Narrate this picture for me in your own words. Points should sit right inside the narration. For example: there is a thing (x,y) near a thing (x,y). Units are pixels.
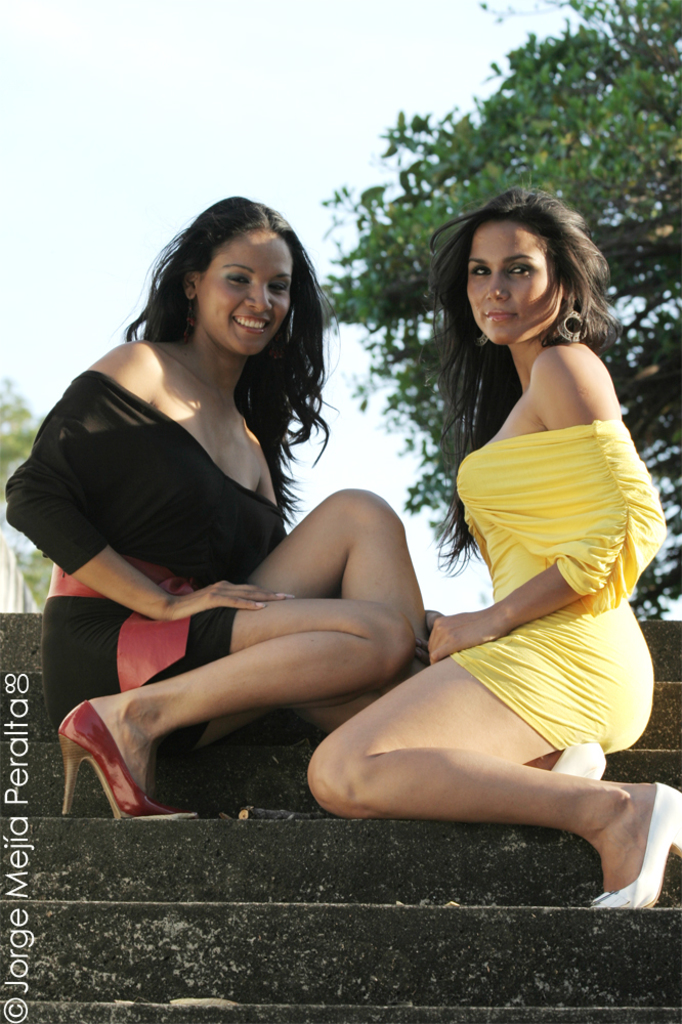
In this image I can see two women (366,527) where one is wearing black colour dress (201,524) and one is wearing yellow. I can also see smile (254,317) on her face (249,344). Here I can see stairs (206,766), watermark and in the background (427,291) I can see a tree (650,167).
